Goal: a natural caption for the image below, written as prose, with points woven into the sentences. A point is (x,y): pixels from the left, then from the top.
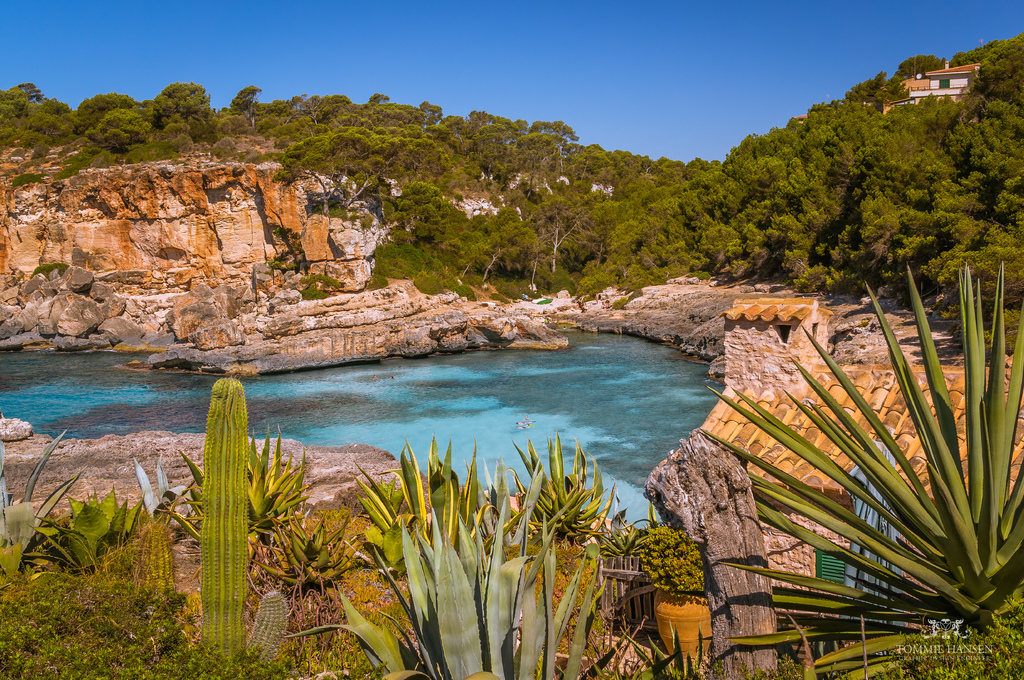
In this image we can see pond (476,380), stones (357,219), rocks (374,241), trees (713,218), buildings (884,384), plants (514,564), sheds (826,378) and sky (625,85).
